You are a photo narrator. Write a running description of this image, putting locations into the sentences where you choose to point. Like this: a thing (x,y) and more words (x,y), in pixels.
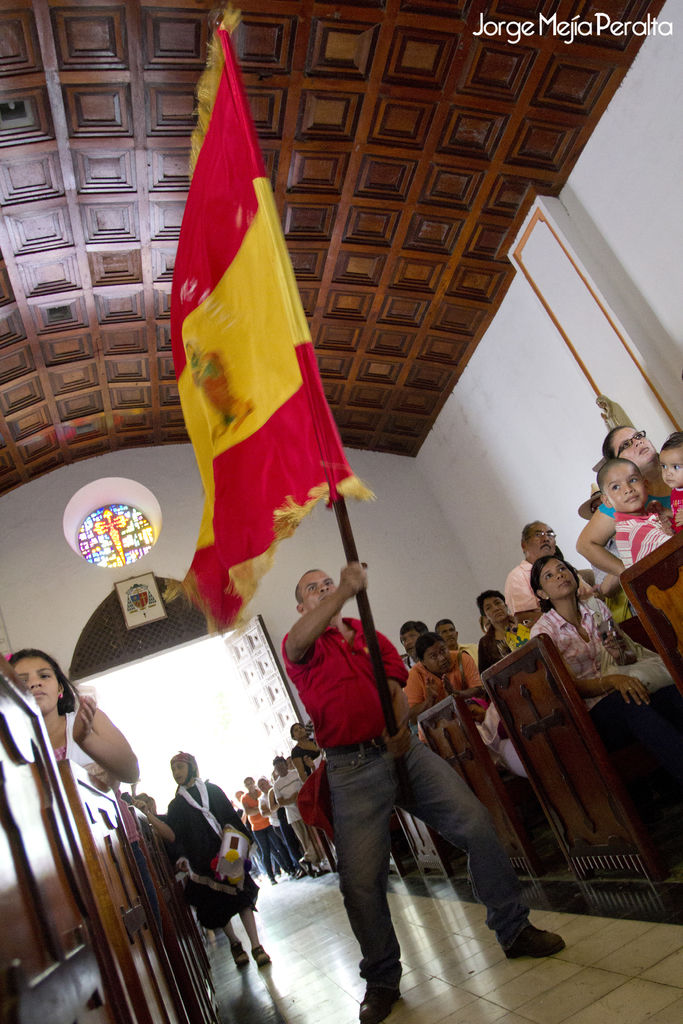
In the middle of the image (261,348) a person (405,670) is standing and holding a flag (267,369). Behind him few people (640,533) are standing and sitting. At the top of the image (631,332) there is wall (657,339) and ceiling (512,15).
